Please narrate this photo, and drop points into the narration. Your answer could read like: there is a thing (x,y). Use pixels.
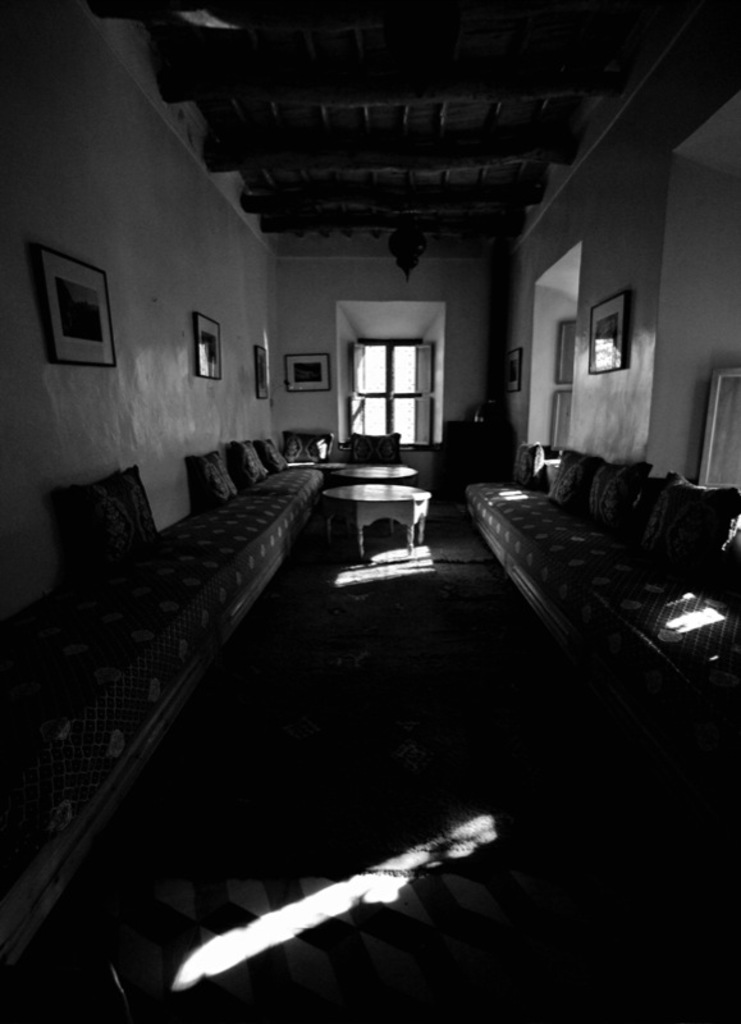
In this picture there is a inside view of the hall (247,851). On both the side we can see sofa (224,611) and a round table (357,532) in the center (356,517). In the background (190,292) we can see the white wall (168,339) with photo frames (206,373) and a big window (403,404).
